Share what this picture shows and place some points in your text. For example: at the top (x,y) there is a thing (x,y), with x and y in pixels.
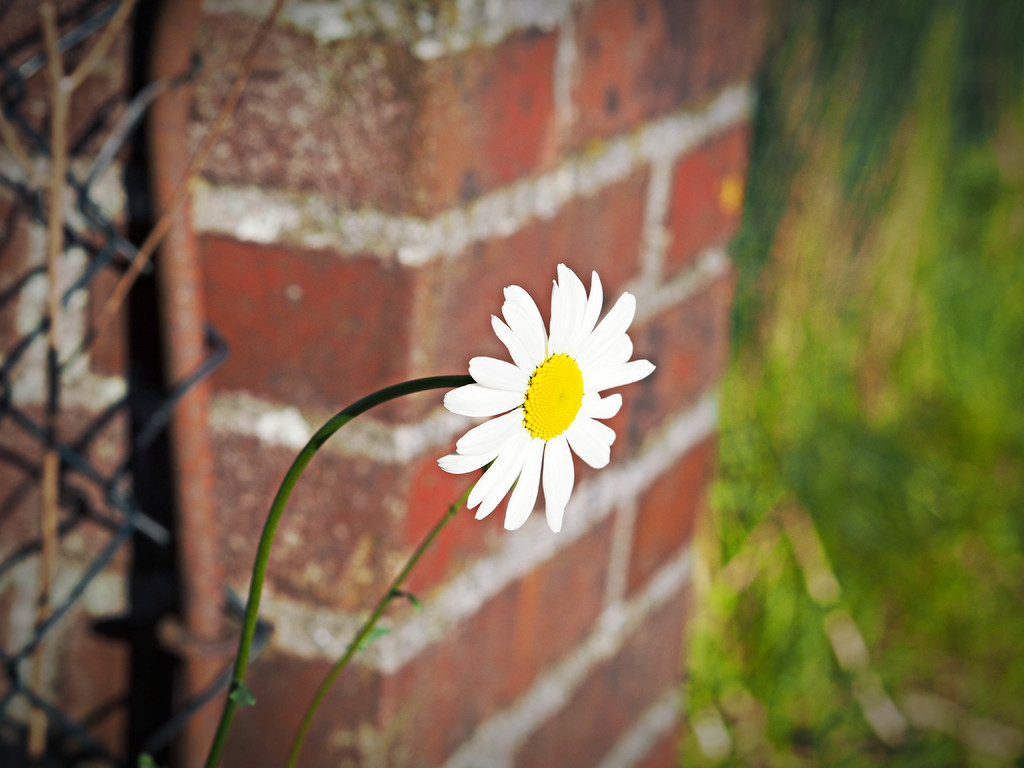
We can see colorful flower (500,391) and wall (342,515). In the background (429,257) it is red and green color.
